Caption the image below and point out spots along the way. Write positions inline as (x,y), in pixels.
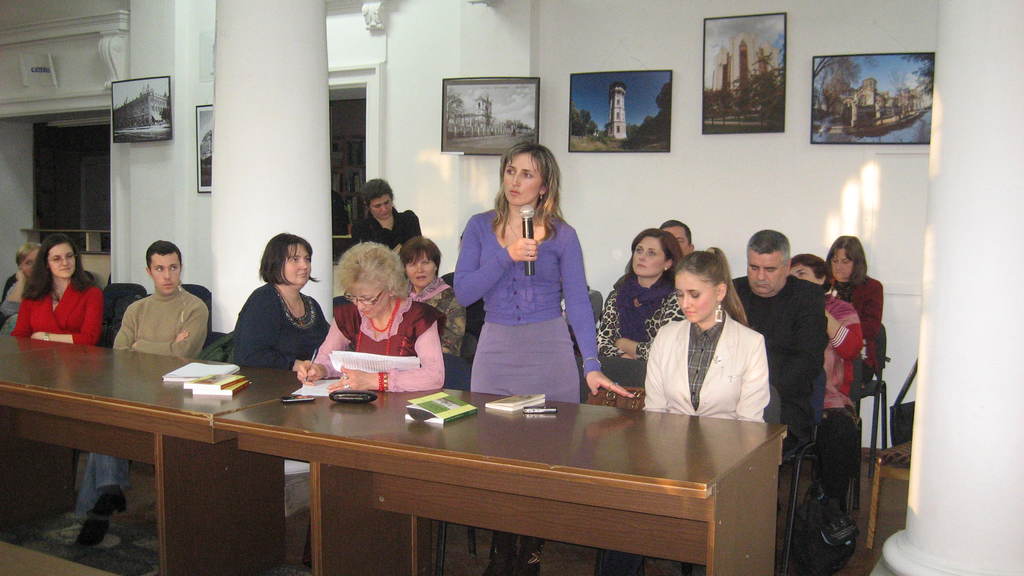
This picture describes about group of people (143,335) few are seated on the chair (208,296) and few are standing, in the middle of the image (471,267) a woman (473,242) is standing and she is holding a microphone (527,232) in her hands (528,256), in the background (475,141) we can see couple of wall paintings (126,129).
